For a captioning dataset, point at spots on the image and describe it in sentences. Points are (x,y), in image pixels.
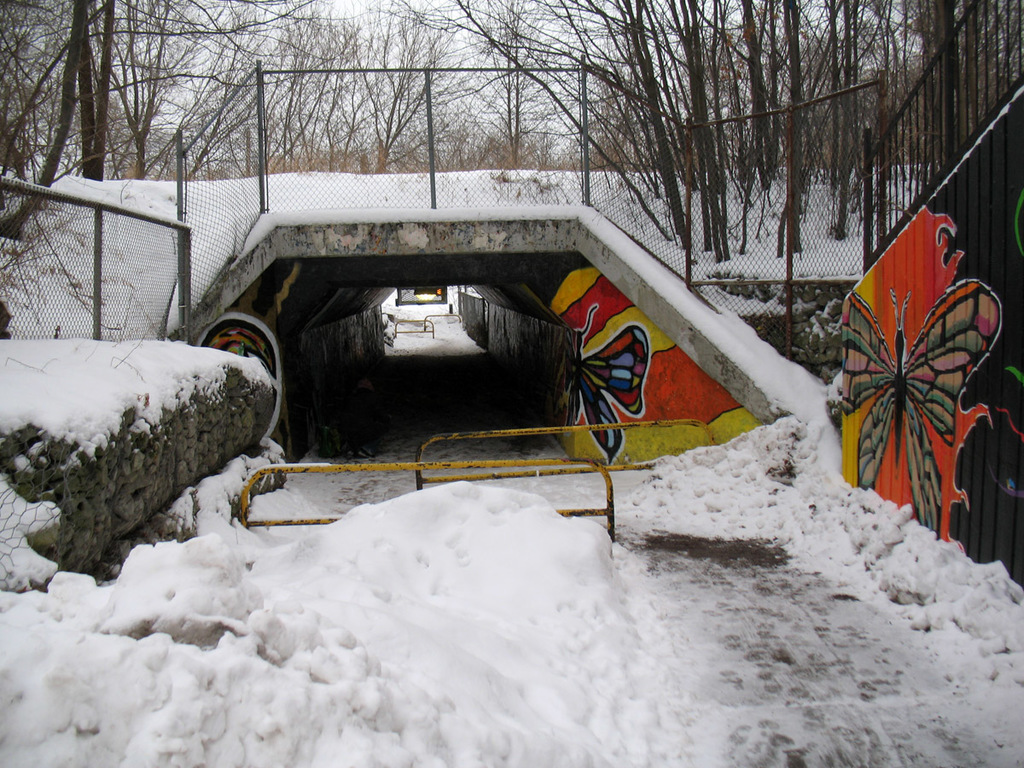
At bottom of the image (478,545) I can see the snow (831,529). On the right side (923,209) there is a railing (948,132). In the background (366,210) there is a bridge (384,241) and a net (372,152). In the background (313,100), I can see the trees (774,57).
